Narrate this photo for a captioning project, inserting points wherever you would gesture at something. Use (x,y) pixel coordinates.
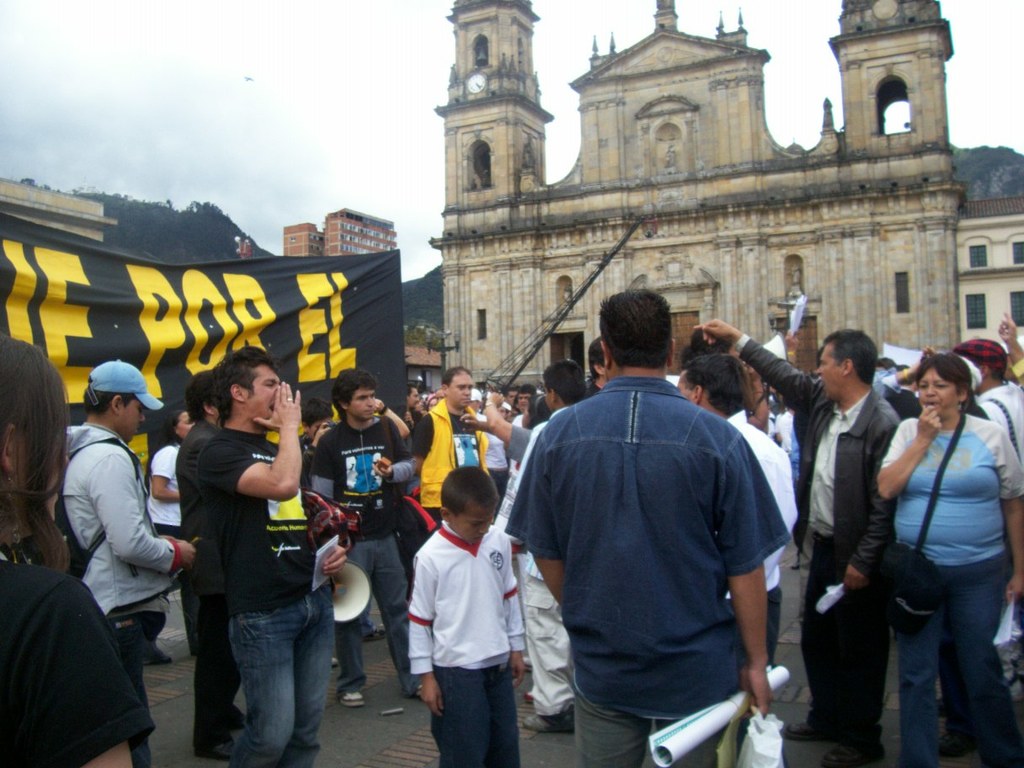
In the center of the image (365,378) there are many people (534,723). In the background of the image (444,288) there is a building (619,62). To the left side of the image (128,267) there are people (46,428) holding a black color banner (73,419).
